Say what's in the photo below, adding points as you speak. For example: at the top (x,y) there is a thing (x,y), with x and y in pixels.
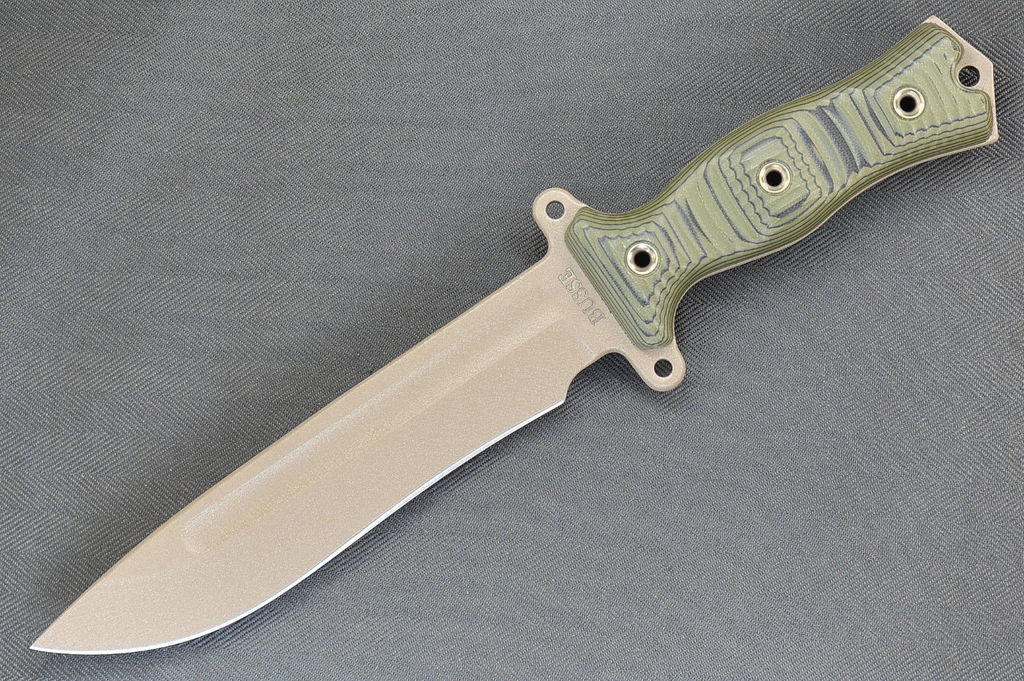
In this image we can see a knife (423,343) placed on the cloth (372,272).
